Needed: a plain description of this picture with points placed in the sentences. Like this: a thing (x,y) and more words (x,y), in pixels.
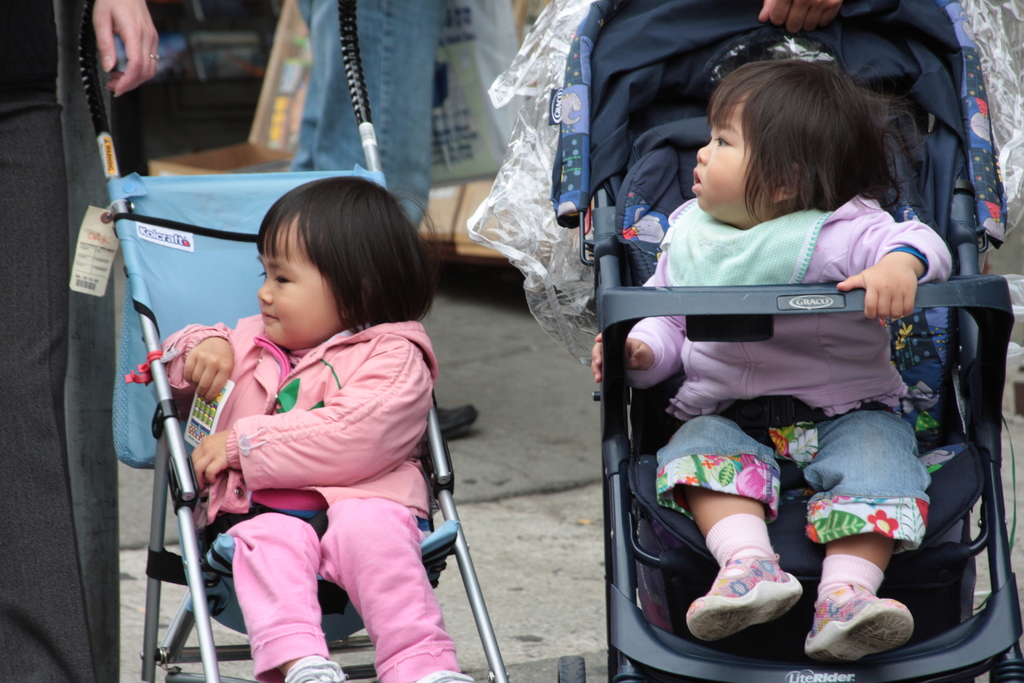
This image consists of two kids (378,560) sitting in the trolleys (642,392). In the background (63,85), we can see few persons (47,164) walking. At the bottom (520,485), there is a road (573,595). And we can see a tag (100,254) tied to the trolley (222,271).
